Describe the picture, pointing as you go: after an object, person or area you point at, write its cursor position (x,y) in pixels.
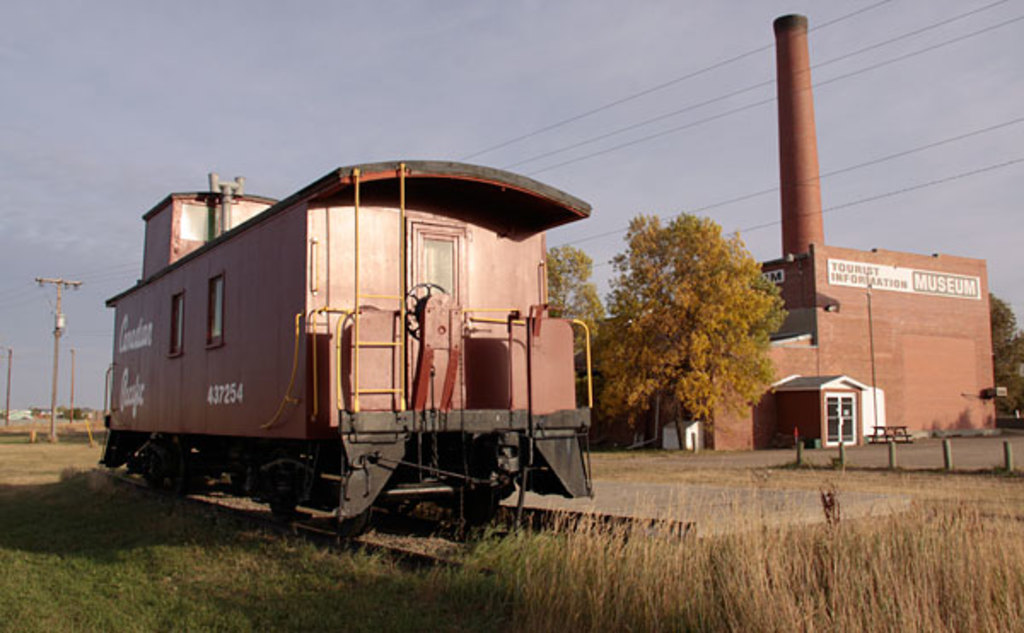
In this image, we can see a train (419,444) on the track (416,535) and in the background (719,307), there are trees (731,311), poles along with wires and we can see a shed (857,357) with chimney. At the top (482,44), there is sky (483,106) and at the bottom (530,543), there is ground (286,583) covered with grass (155,589).
